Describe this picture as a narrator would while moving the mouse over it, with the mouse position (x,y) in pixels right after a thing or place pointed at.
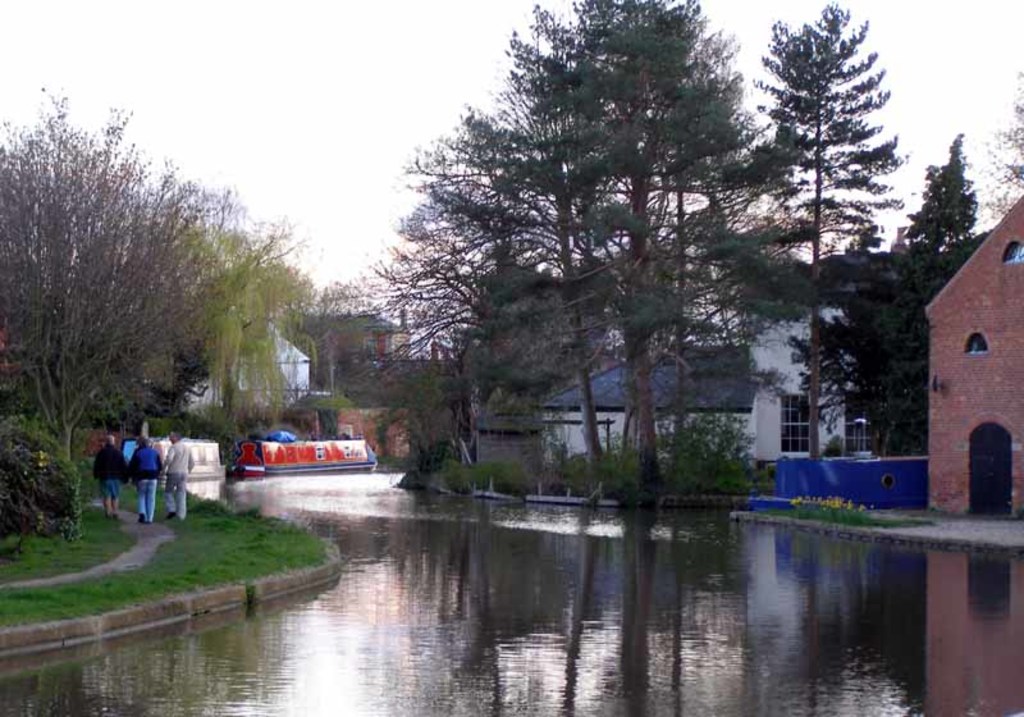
In this image I can see the water (394,579). On the left side (143,476) I can see three people (156,477). In the background (337,354), I can see the trees (492,282), buildings (570,396) and the sky (378,76).
